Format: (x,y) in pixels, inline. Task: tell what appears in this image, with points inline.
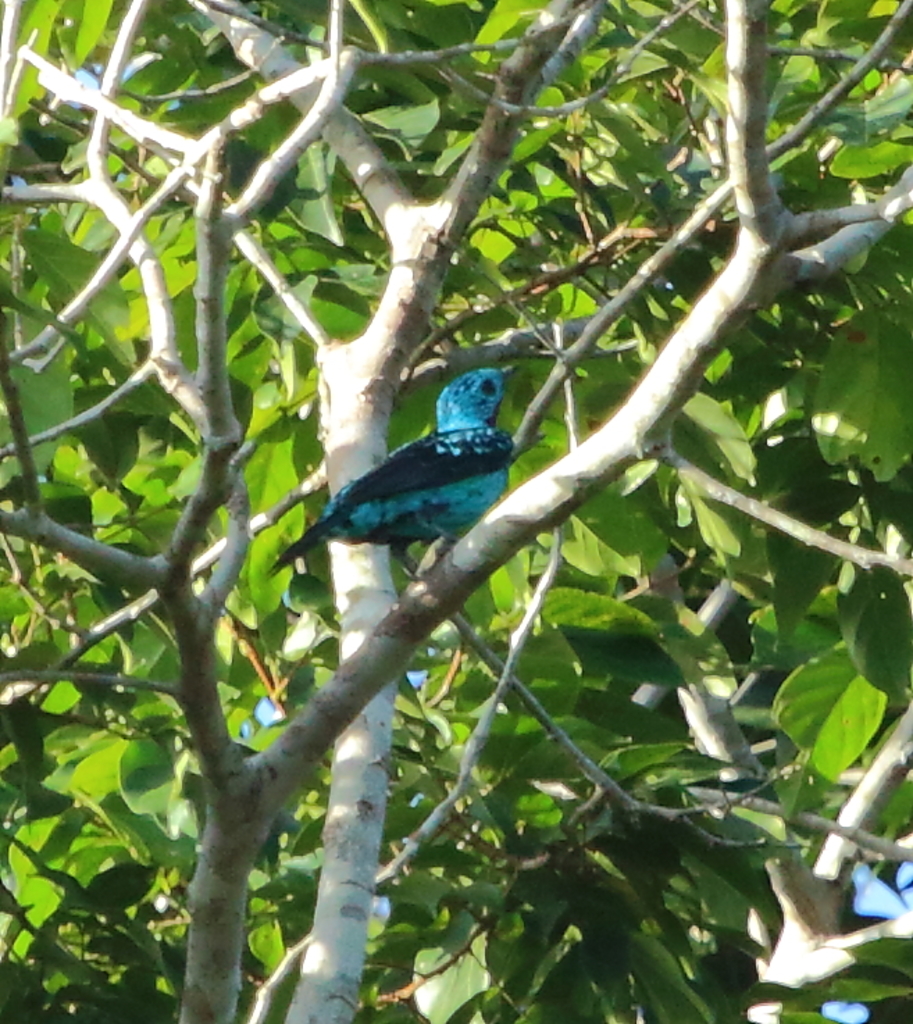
In this image we can see a tree (494,544) there is a bird (404,490) which is blue in color is on the branch (413,586) of a tree (421,421) and there are some leaves (525,551).
